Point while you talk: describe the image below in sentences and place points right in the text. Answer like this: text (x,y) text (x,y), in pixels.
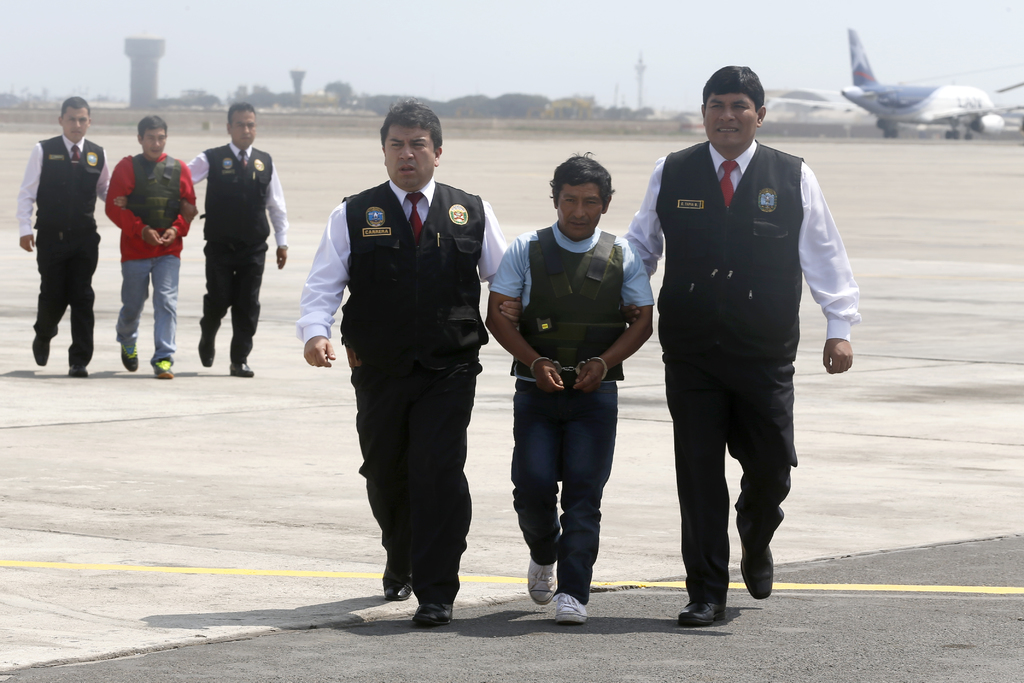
In the picture we can see group of people (85,266) walking along the floor (264,410) and in the background of the picture (904,102) there is an airplane (915,114) and there are some trees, top of the picture (504,47) there is clear sky (416,36).
